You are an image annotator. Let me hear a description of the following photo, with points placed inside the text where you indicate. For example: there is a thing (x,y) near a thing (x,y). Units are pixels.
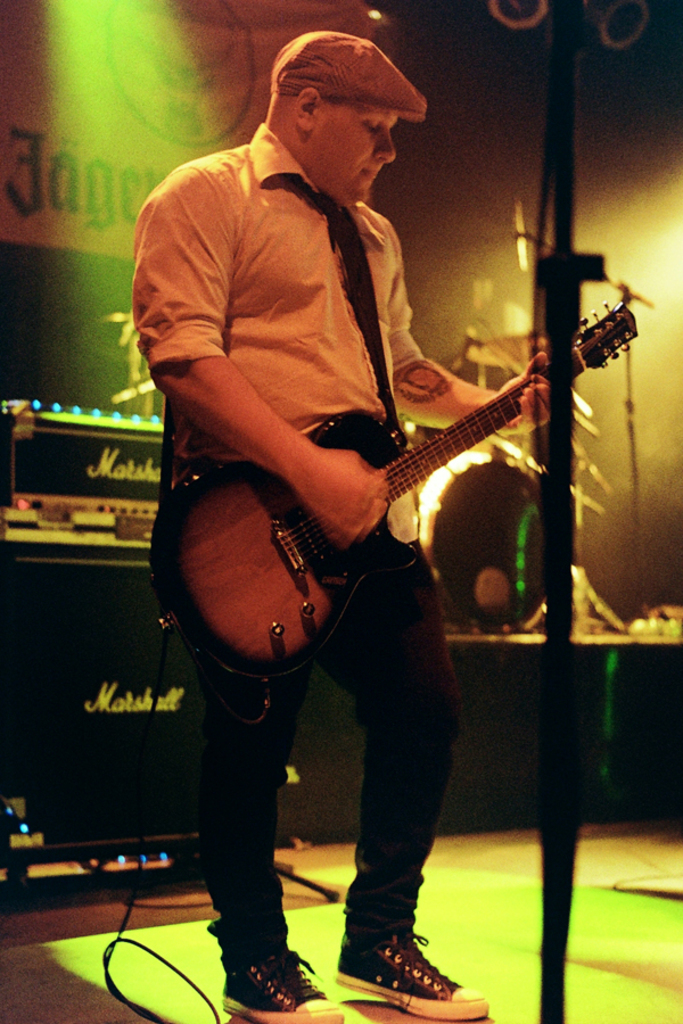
In this image there is a person (274,358) wearing white color shirt (278,365) playing guitar (381,427) and at the background of the image (139,499) there is a sound box (94,539).
